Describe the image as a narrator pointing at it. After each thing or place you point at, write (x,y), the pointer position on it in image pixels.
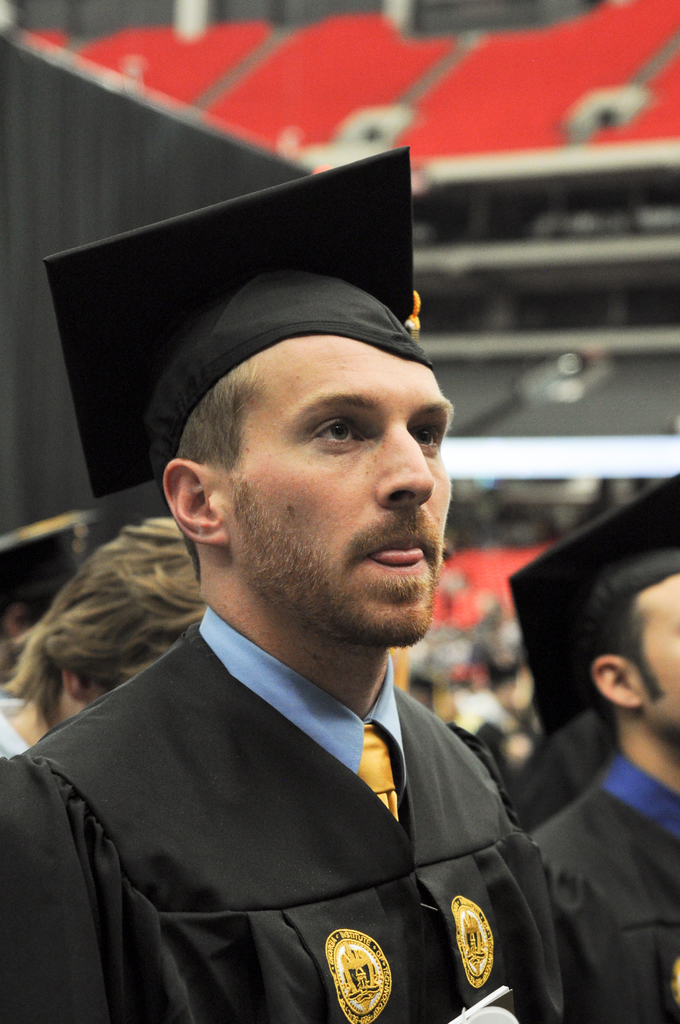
In this image, I can see two persons (493,898) in academic dresses (469,877). On the left corner of the image (74,704), I can see the head (94,626) of another person (137,612). There is a blurred background (191,46).
